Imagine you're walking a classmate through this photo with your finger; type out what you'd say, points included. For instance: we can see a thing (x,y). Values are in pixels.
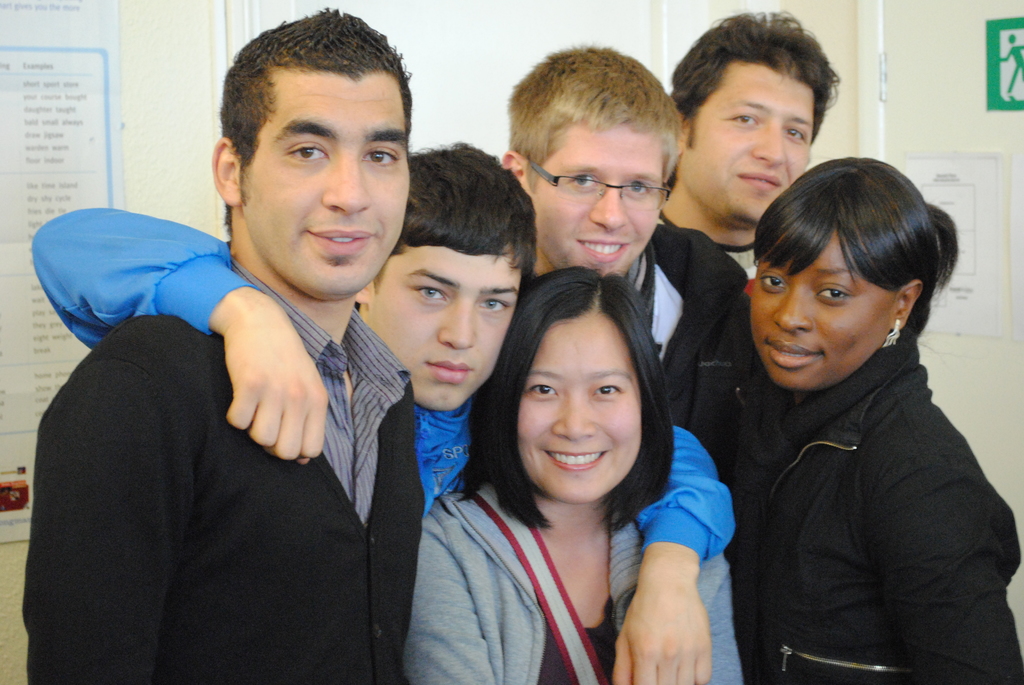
In this image we can see people (680,460) standing. In the background (475,138) there is a wall (462,137) and we can see a board (26,386). On the right (899,79) there is a door (927,44).
